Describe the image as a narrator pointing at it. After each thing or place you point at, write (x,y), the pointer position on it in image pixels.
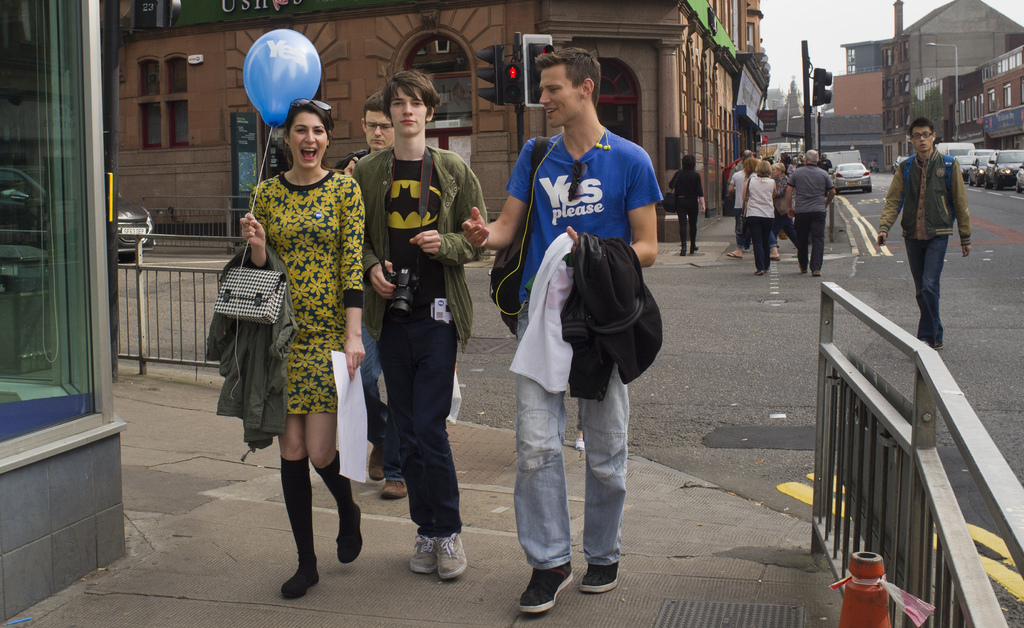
In this picture I can see there are few people (351,365) walking on the walkway (408,624), there is a railing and there is a traffic cone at the right side of the image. There are few others (805,176) walking in the backdrop (887,156) and there are cars (965,162), buildings (684,49) and the sky (884,32) is clear.
